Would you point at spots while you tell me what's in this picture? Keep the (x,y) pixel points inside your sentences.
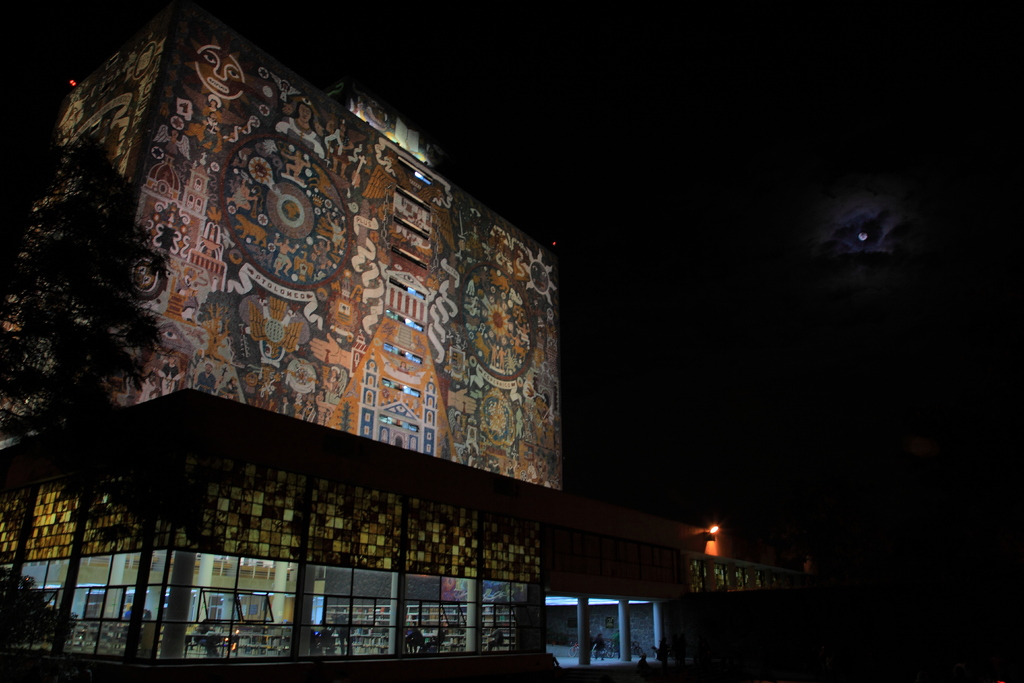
In this image in the center (435,284) there is one building (398,465) and at the bottom (328,610) there are some glass windows (330,618), pillars (586,622) and some persons (667,660) are walking. And on the left side (76,352) there is a tree (69,304), on the top of the image (821,216) there is sky (772,307).
